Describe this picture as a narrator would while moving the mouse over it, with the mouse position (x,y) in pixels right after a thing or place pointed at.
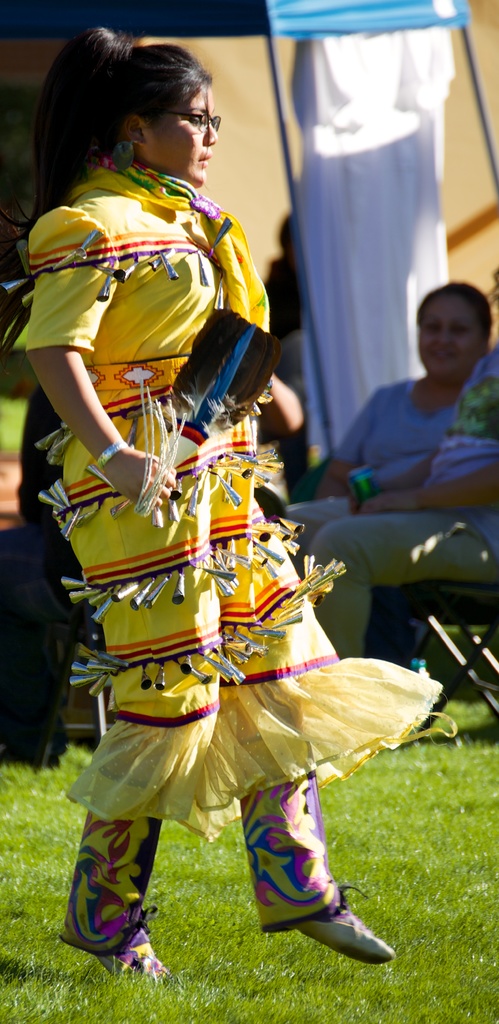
In this image we can see a woman (220,288) wearing a dress (171,528) and holding feather fan (216,421) in her hand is standing on the ground (292,965). In the background (464,440), we can see a person (462,440) is sitting on a chair (424,614) and a tent (280,25).
